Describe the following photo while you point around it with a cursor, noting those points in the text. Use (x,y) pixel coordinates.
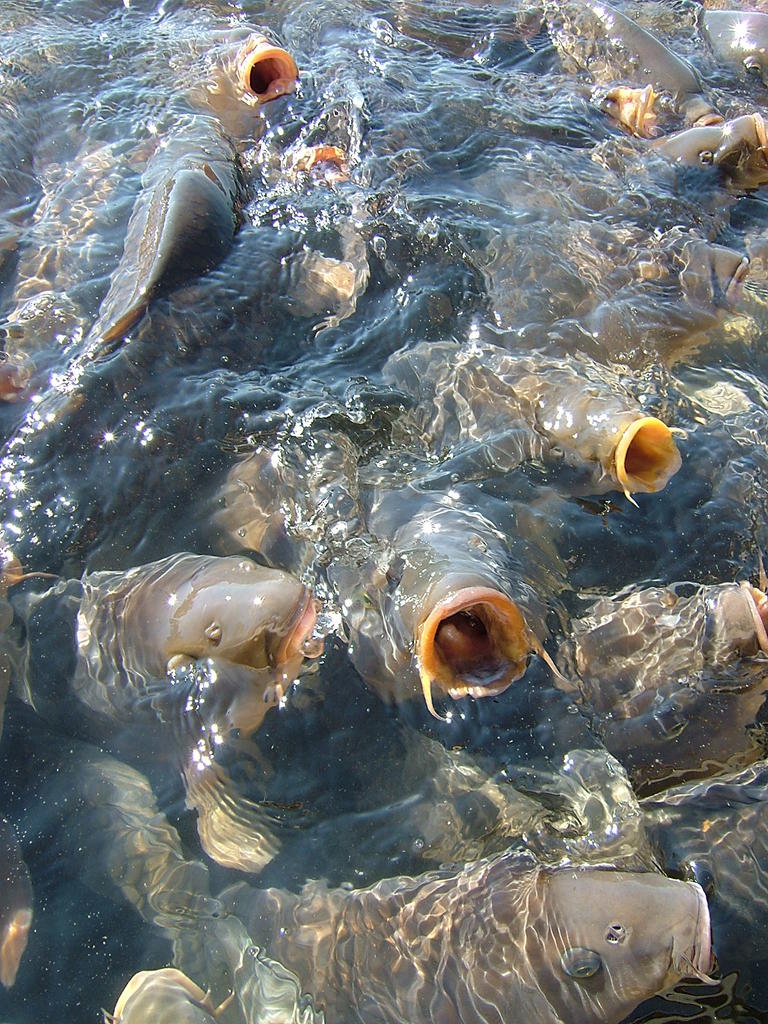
In this image we can see aquatic animals (173,1020) in the water (210,526).
